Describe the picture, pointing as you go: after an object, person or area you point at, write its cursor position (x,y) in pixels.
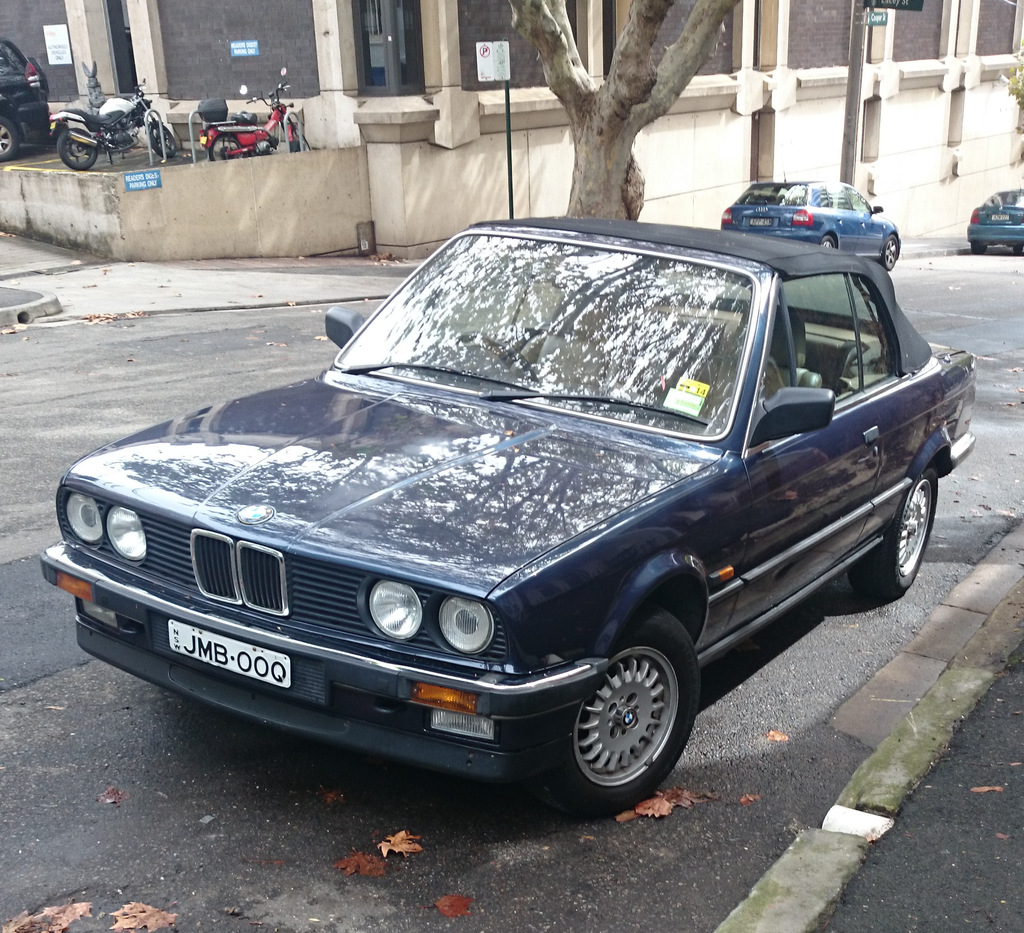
In this image we can see group of cars (861,498) parked on the road (194,401). To the left side of the image (304,140) we can see two motorcycles (234,126) parked in a parking lot (36,160) and in the background (489,116) we can see pole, tree (620,130) and a building (522,134).
